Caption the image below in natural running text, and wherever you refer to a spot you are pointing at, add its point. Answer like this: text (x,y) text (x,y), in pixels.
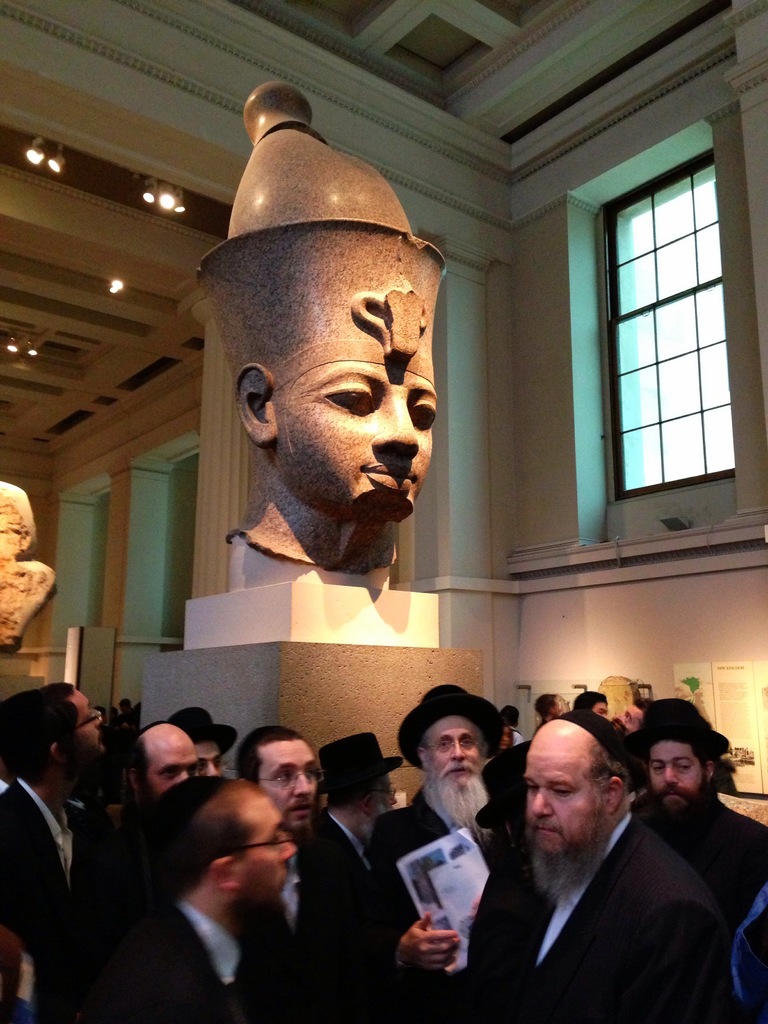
In this image I can see a group of people (333,900). I can see a statue (338,438) on a pedestal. At the top (169,210) I can see the lights (151,194).
